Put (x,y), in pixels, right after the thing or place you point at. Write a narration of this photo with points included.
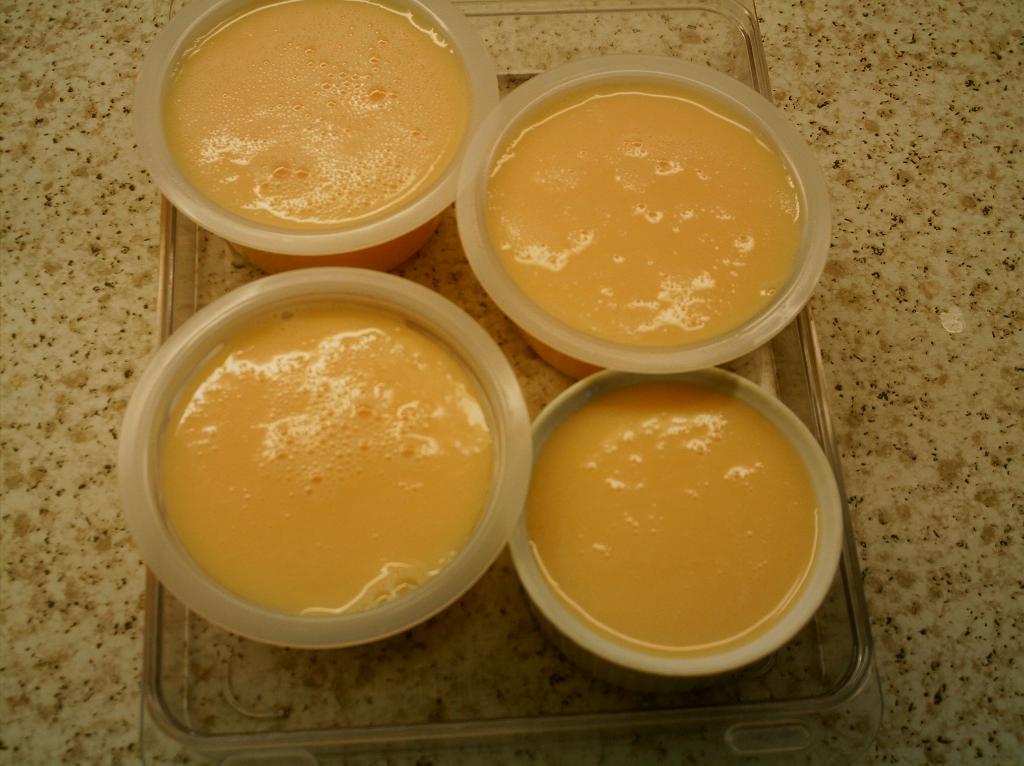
At the bottom of the image (987,576) there is a table (932,243), on the table (898,185) there is a tray (529,28). In the tray (584,35) there are some cups (292,136).
